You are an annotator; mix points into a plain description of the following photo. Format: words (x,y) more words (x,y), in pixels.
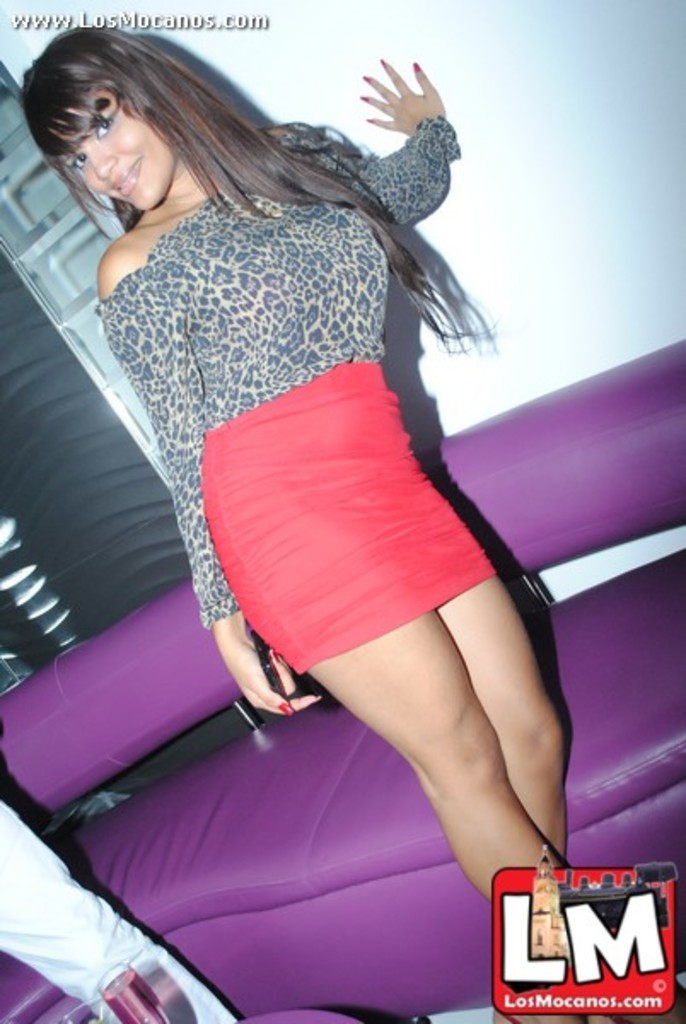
In this picture we can see a woman (360,444) standing and smiling and beside to her we can see a sofa (363,767), glass (131,990) and a person (121,930) and in the background (469,36) we can see wall (472,222).
